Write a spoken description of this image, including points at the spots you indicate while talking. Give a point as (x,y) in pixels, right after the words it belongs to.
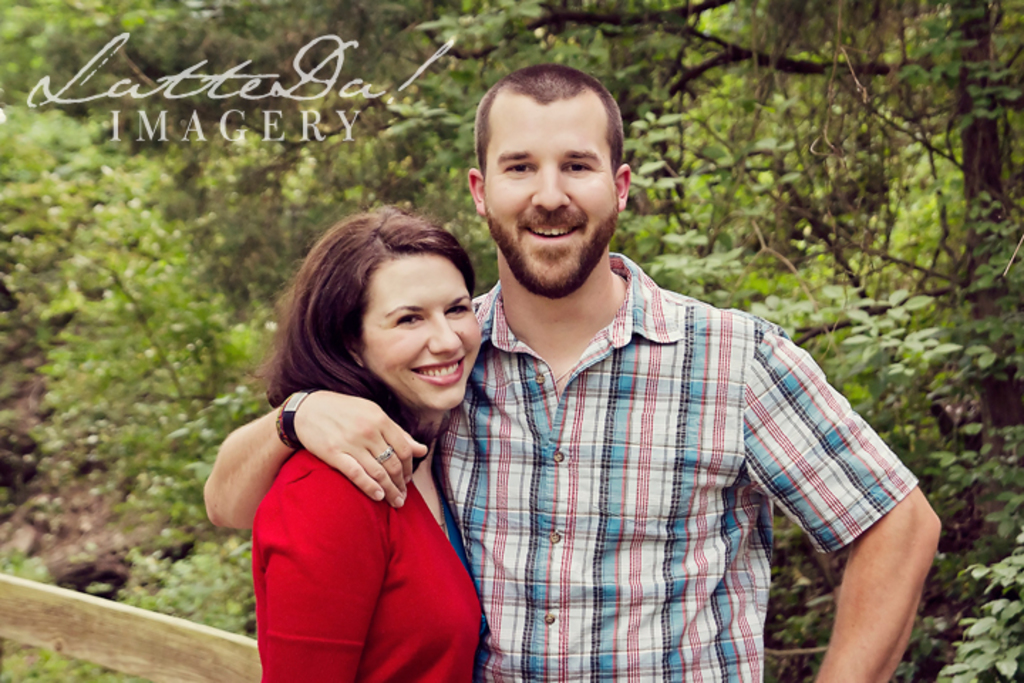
In this given picture, We can see two people (507,125) standing and smiling after that behind this people (544,262), I can see a certain trees (412,68) and towards left bottom (219,644), We can see a boundary wall (118,631).
